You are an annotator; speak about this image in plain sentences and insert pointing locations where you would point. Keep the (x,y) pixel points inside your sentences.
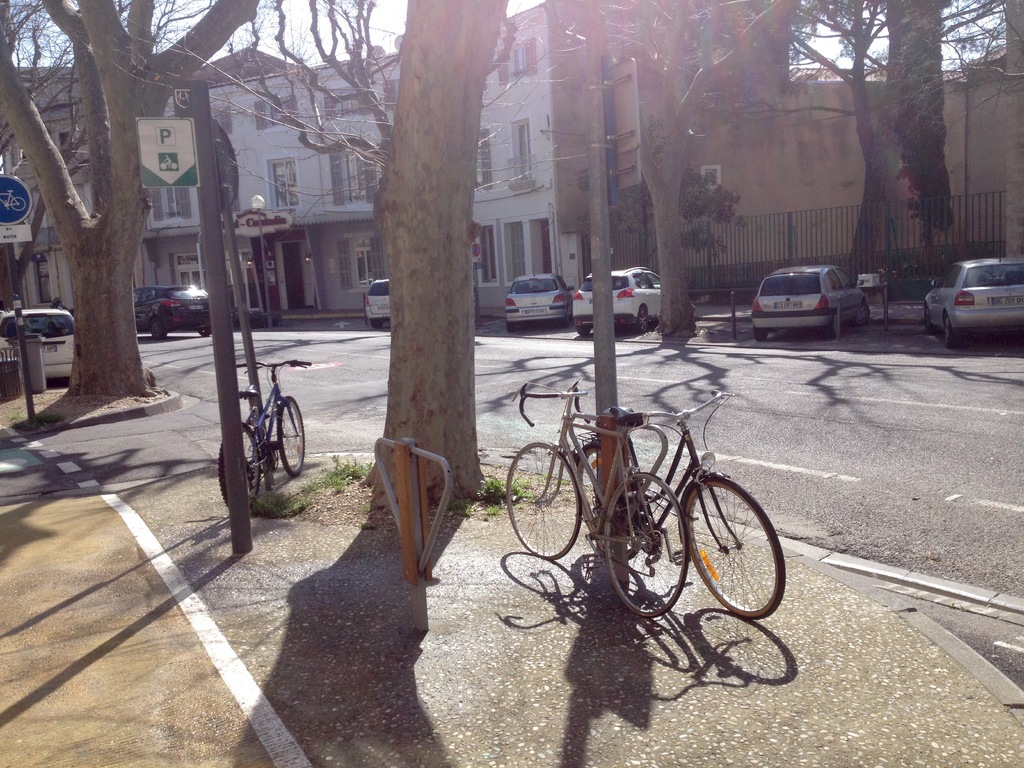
In this image we can see some vehicles (557,554) on the ground (486,608). We can also see the bark (472,427) of the trees (463,220), a metal fence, a trash bin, street poles (230,417), the signboards (189,141), a group of trees (125,267), some buildings (534,177) with windows (365,193) and the sky (329,51).
